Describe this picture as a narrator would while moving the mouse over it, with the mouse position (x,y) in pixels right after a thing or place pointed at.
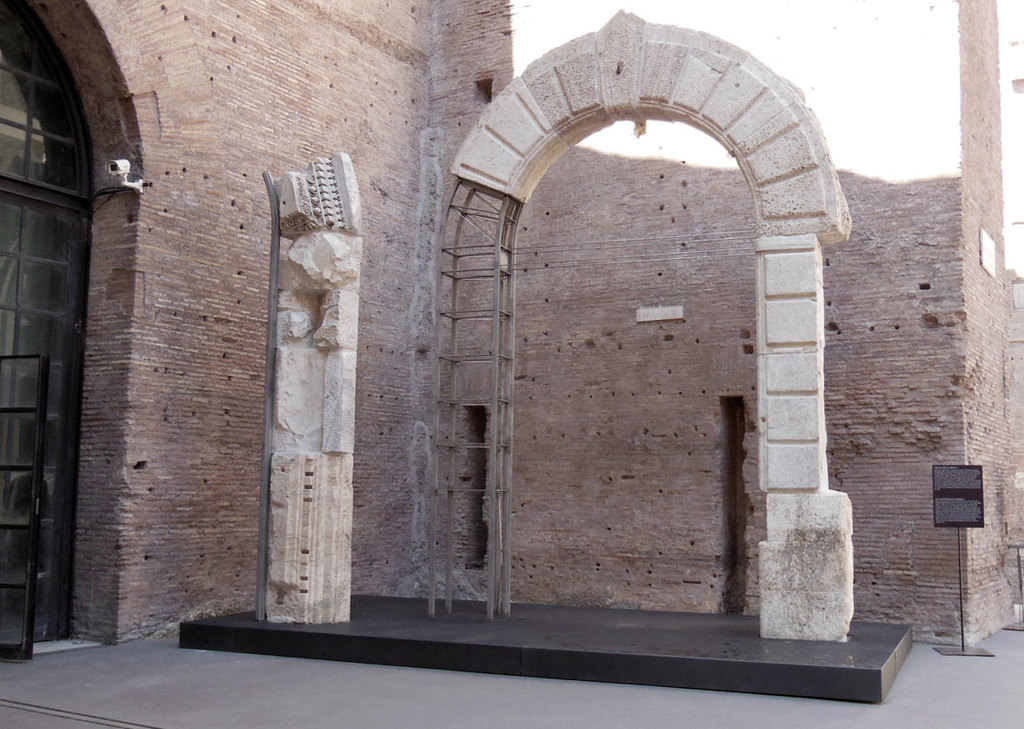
Here we can see a building (382,374), wall (630,507) and poles (438,425). On the wall (415,449) there is a security camera (125,181), glass door (66,339) and this is floor (913,694). On the right (964,508) there are texts (952,509) written on a board (959,520) on a stand (962,571).
